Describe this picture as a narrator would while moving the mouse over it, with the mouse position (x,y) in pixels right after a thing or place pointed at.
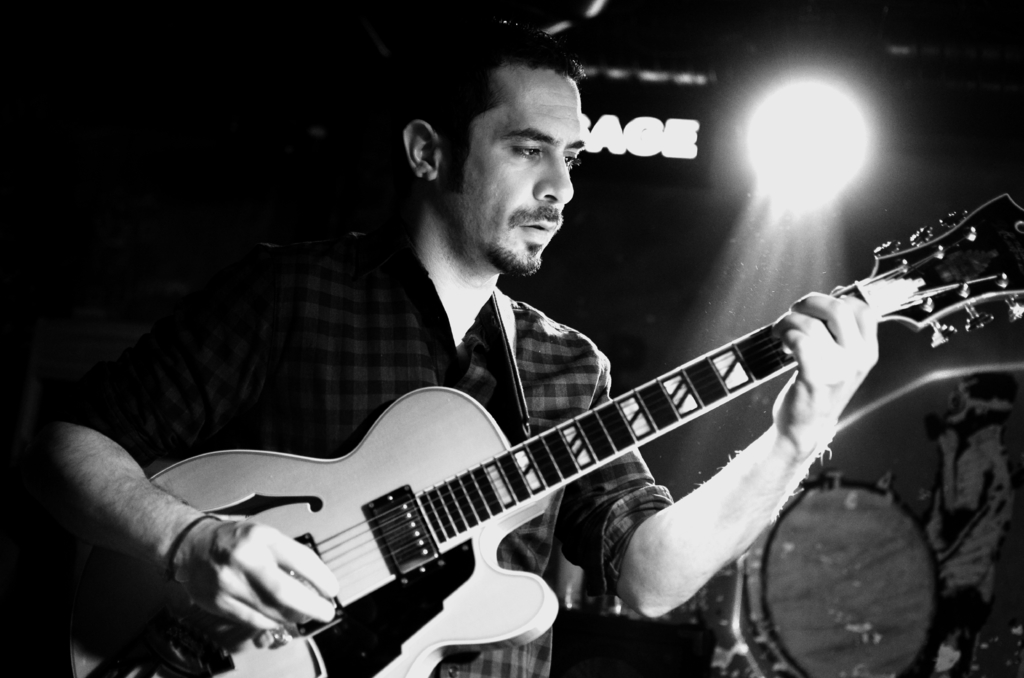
In this picture a man (576,129) is holding a guitar (743,339) with his left hand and playing the guitar (401,528) with his right hand (285,556), he is looking at the guitar (613,415).
